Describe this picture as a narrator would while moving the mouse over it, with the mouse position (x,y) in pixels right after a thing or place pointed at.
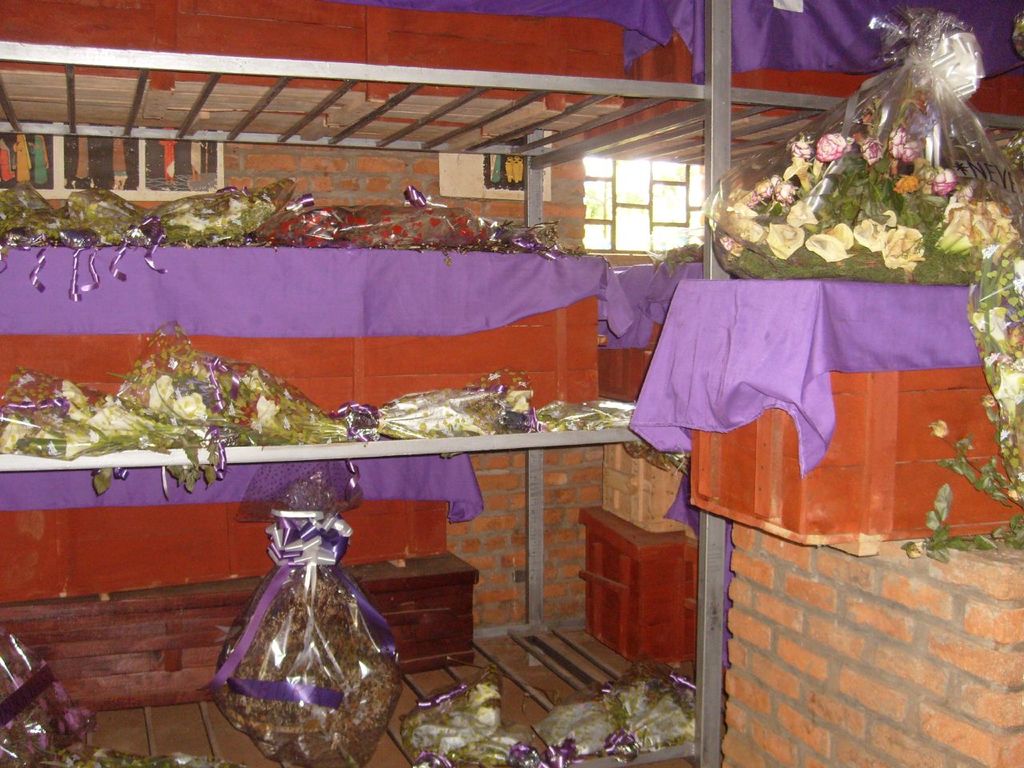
In this image I can see a rack (557,159) which is made of metal (524,626) and on the rack (506,630) I can see few flower bouquets (352,585). I can see purple colored cloth (323,275) on the rack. To the right bottom of the image (836,660) I can see a wall (890,651) which is made up of bricks (900,618) and in the background (678,207) I can see the window (630,202) and the wall (382,184) which is made of bricks (338,178) and a white colored object (510,183) attached to the wall (472,202).
